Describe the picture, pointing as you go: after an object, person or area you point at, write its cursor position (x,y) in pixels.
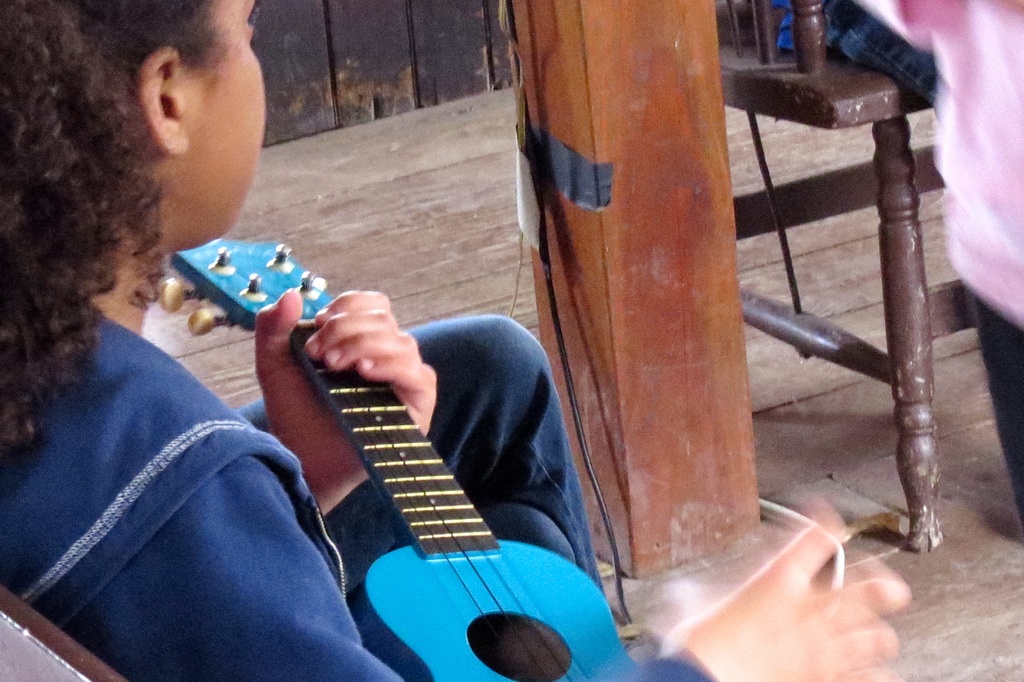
In this picture we can see a girl (162,460) sitting. She is holding a blue color guitar (427,571) in her hand (293,403). She is having a curly hair (51,217). She is wearing a blue jacket (109,516). In front of her there is wooden pillar (622,213). Beside the pillar (652,221) there is a chair (863,110). A person (895,67) is sitting on that chair (857,81). And we can also see a wooden floor (954,572) and a wooden wall (387,63).
